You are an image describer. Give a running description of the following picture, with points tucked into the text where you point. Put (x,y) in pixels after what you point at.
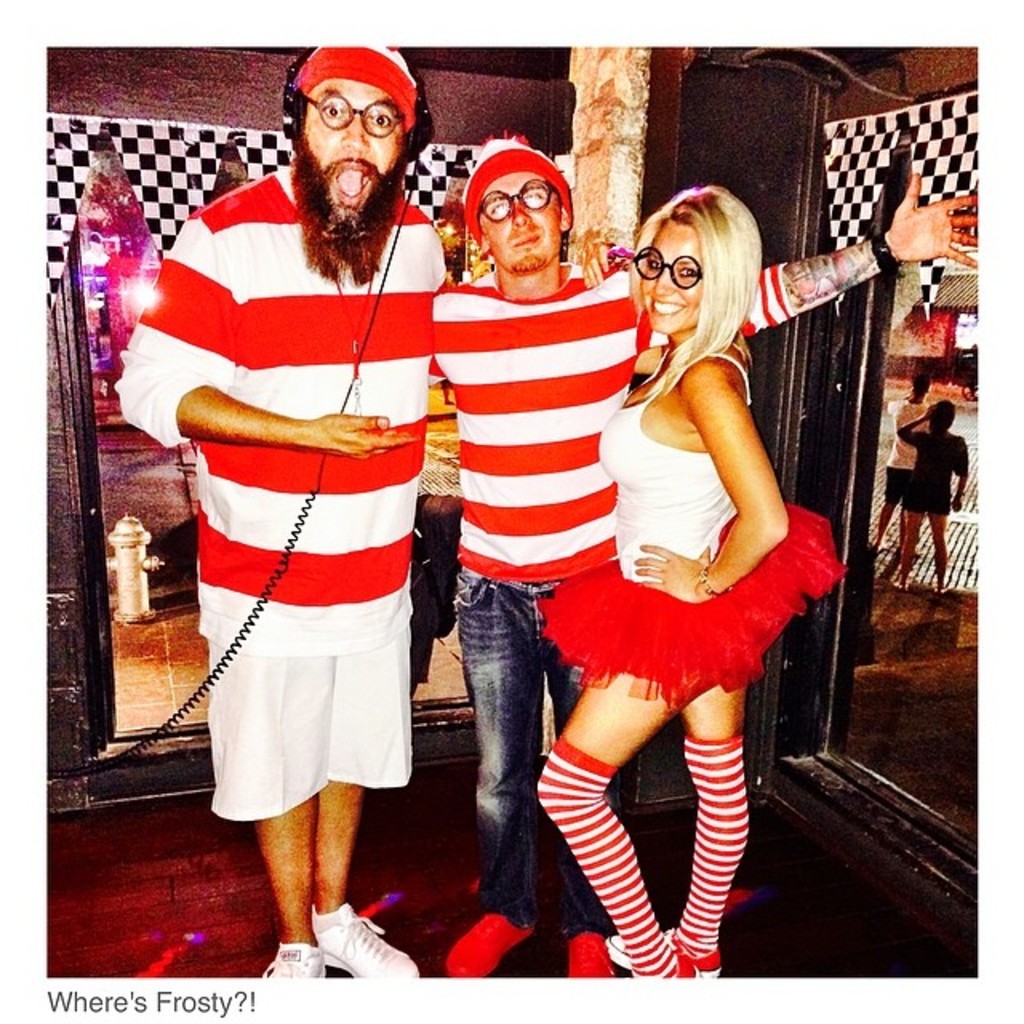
In this picture we can observe three members (357,263). Two of them were men (540,467) and the other was a woman (688,566). All of them were wearing white and red color dresses (470,383). All of them were wearing spectacles (370,125). On the left bottom (242,999) we can observe two words (140,1004). In the background (191,96) there is a wall (749,129).
